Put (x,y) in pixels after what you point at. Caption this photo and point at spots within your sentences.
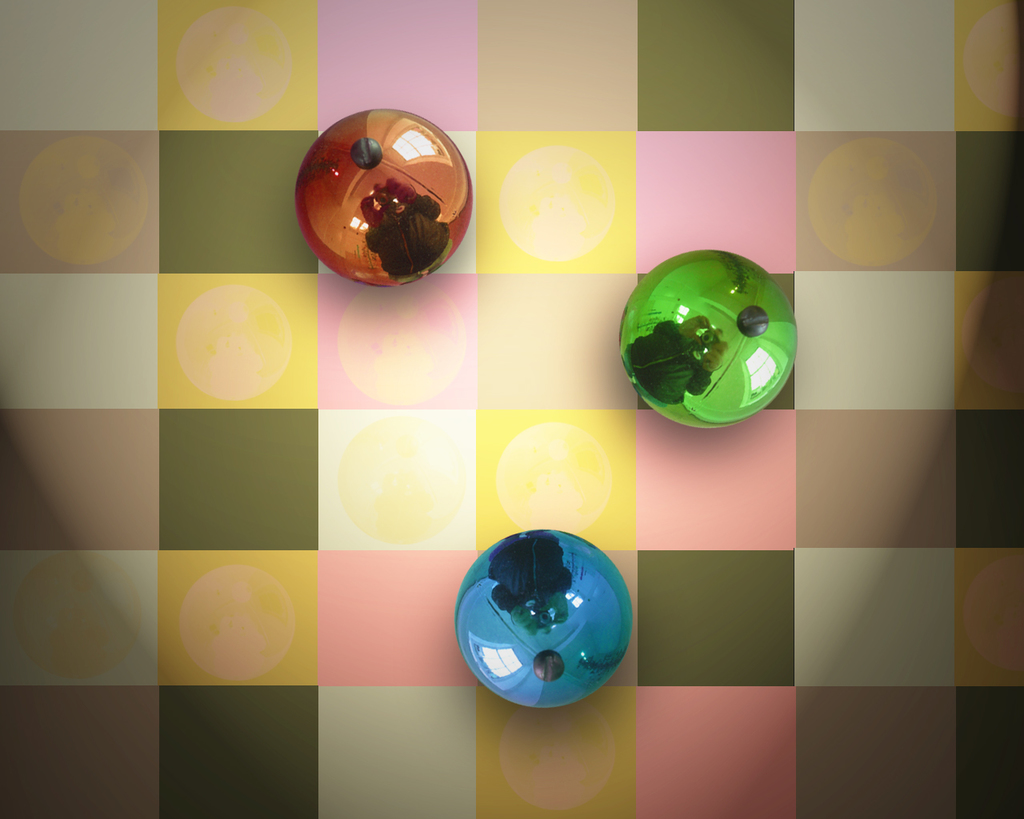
In this image we can see three balls (489,566) on the board (453,307).
